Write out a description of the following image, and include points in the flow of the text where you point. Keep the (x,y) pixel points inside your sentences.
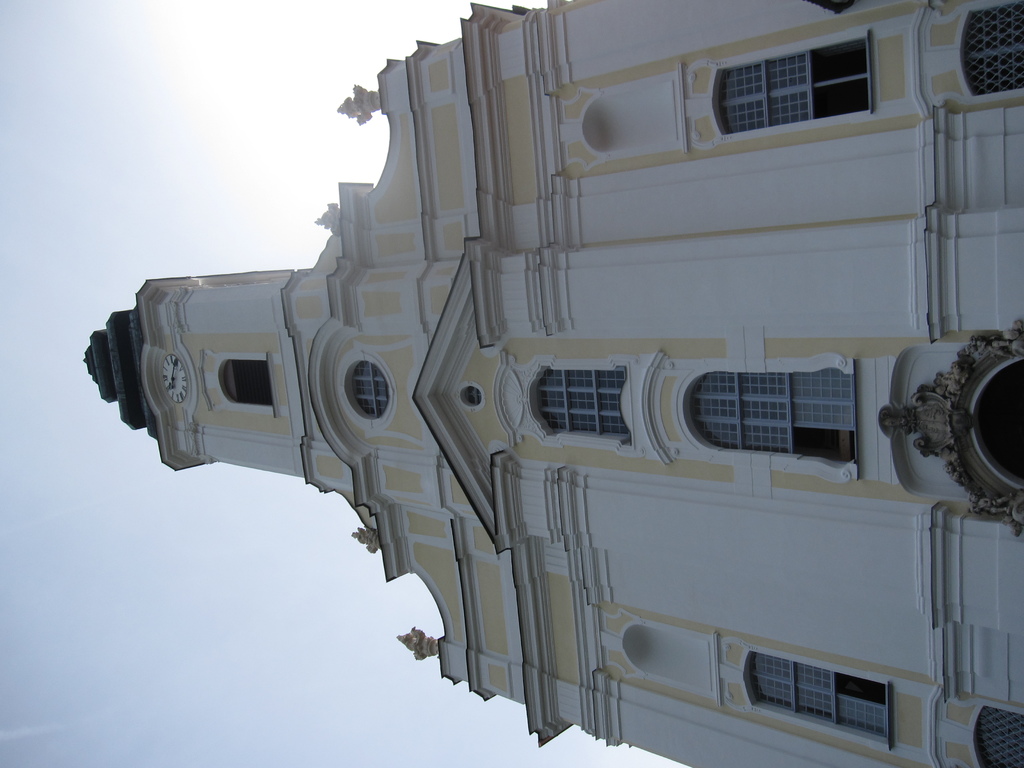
There is a building (509,467) with windows (584,427), arches (673,446) and a clock (183,371). In the background (116,233) it is sky (309,663).
